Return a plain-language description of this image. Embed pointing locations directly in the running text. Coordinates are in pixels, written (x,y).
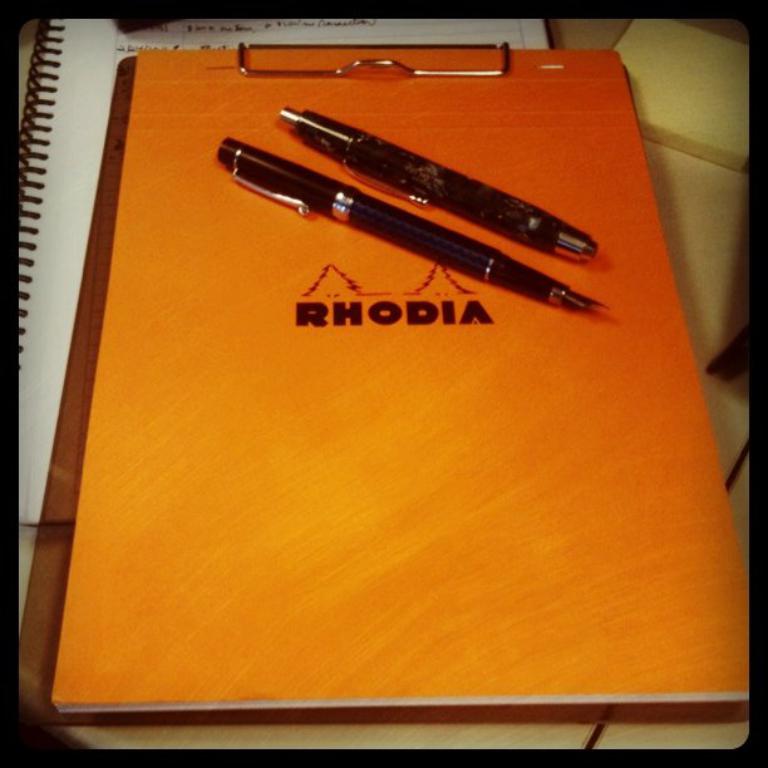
In this picture we can see a book (280,477) and pens (514,217) on an exam pad (43,580). Under this exam pad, we can see a notepad (46,37).
